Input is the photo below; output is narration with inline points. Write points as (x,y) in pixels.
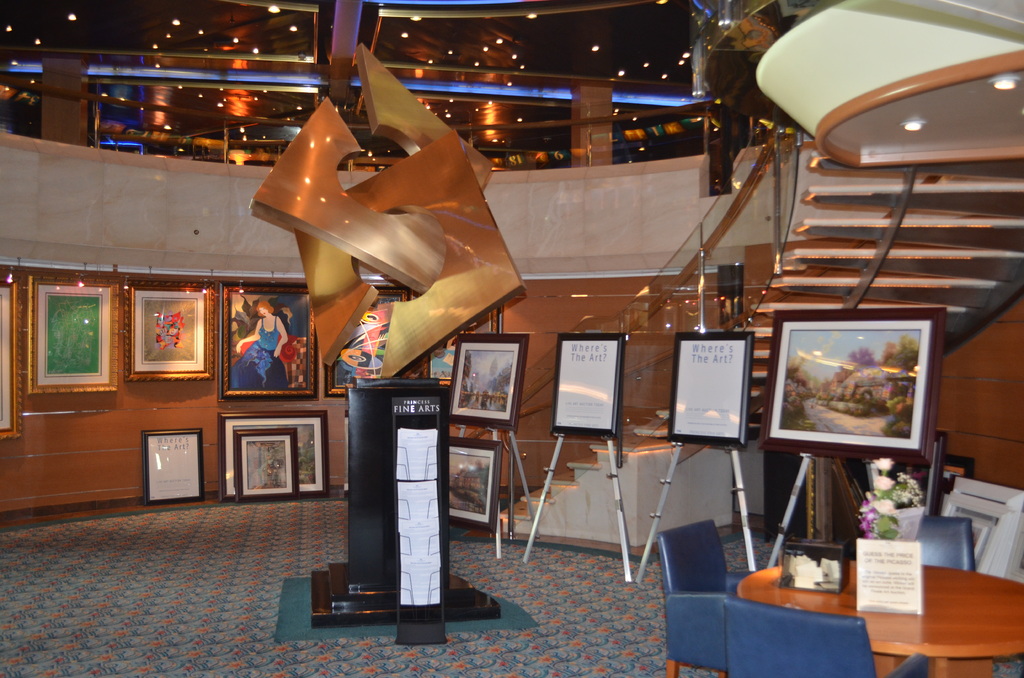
In this image we can see many photo frames (213,366) on wall (217,461) and boards (434,421). There is a table (923,637) and chairs (843,654). In the background (912,168) we can see staircase (905,183).
